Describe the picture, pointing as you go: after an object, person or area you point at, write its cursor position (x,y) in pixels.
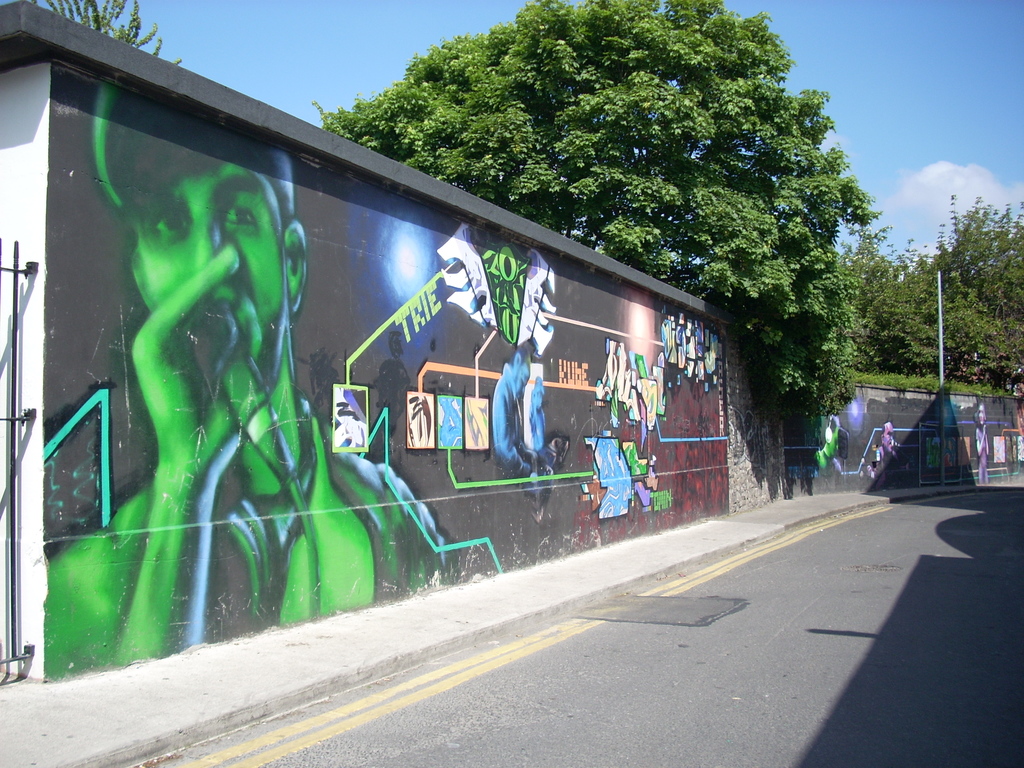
Graffiti (856,484) is on the wall (514,376). Here we can see trees (698,251). Sky (312,62) is in blue color.
